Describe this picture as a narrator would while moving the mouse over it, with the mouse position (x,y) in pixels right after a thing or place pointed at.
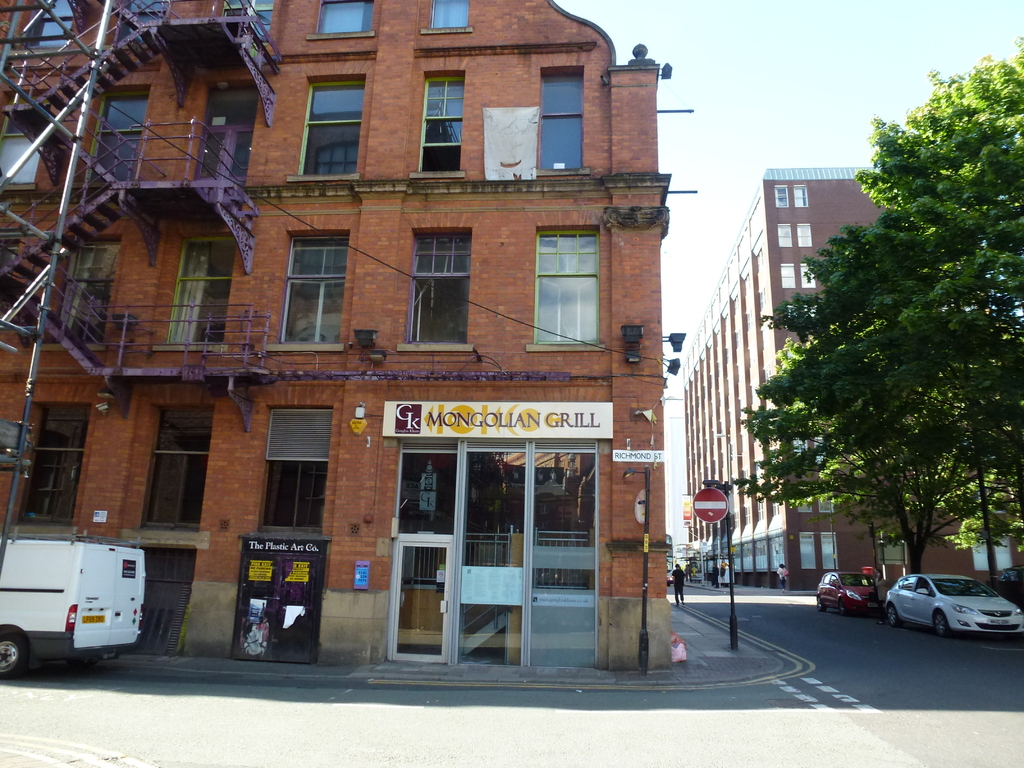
This image is clicked on the road (922,675). There are vehicles (838,607) parked on the road (861,616). Beside the road (723,609) there is a walkway (688,667). There are sign board poles (713,520) and trees (903,450) on the walkway (531,672). In the background (644,273) there are buildings (300,273). There are glass windows (429,289), railings (146,133), steps (45,296) and lights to the building (650,282). At the top (824,63) there is the sky (834,63). There is a board (553,435) with text (561,415) on the building (381,411).
